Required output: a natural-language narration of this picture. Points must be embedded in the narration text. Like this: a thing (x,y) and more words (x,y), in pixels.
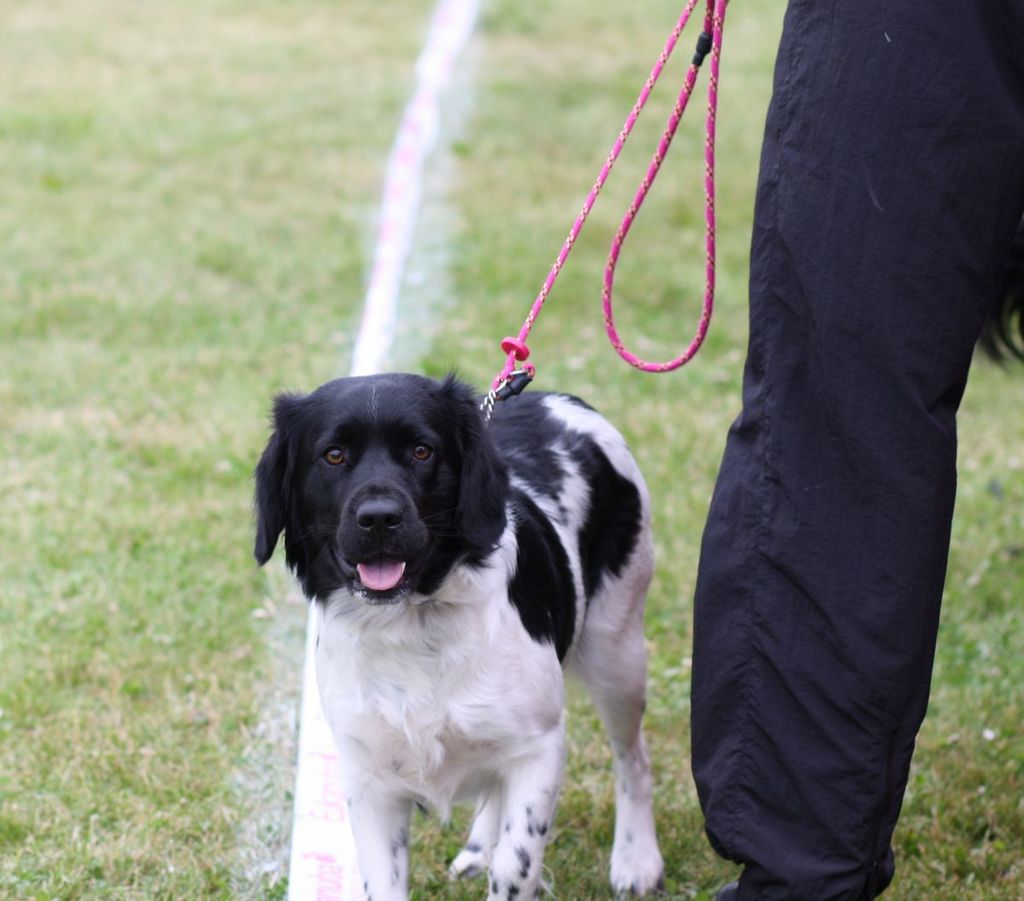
In this picture we can see a person's leg (865,468), dog (350,394), rope (718,41) and in the background (533,229) we can see the grass (227,167).
